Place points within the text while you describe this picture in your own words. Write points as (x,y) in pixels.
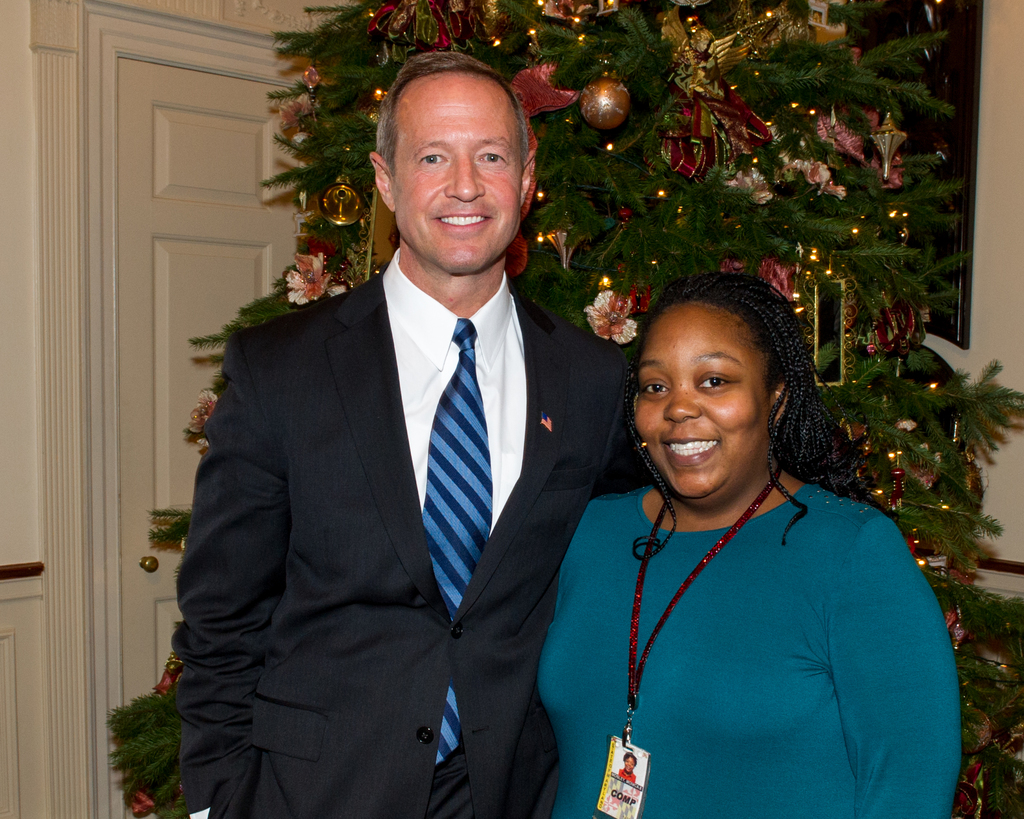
In this image I see a man (419,397) who is wearing suit (376,484) and I see a woman (624,597) who is wearing blue color dress (721,584) and I see that both of them are smiling. In the background (159,657) I see the door (149,667) and I see the Christmas tree (756,177) on which there is lot of decoration (625,207) and I see the wall (1009,502).
